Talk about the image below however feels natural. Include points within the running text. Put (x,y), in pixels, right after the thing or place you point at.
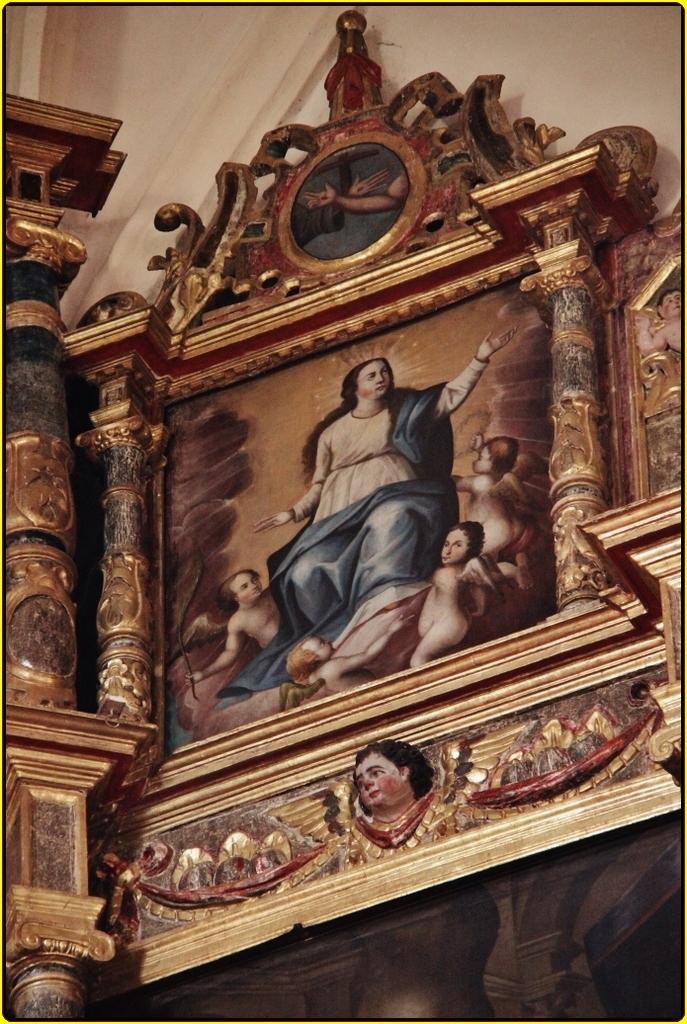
In this picture we can see the wall (646,20), frame (480,747). We can see the depictions (390,506) of the people (412,569).
